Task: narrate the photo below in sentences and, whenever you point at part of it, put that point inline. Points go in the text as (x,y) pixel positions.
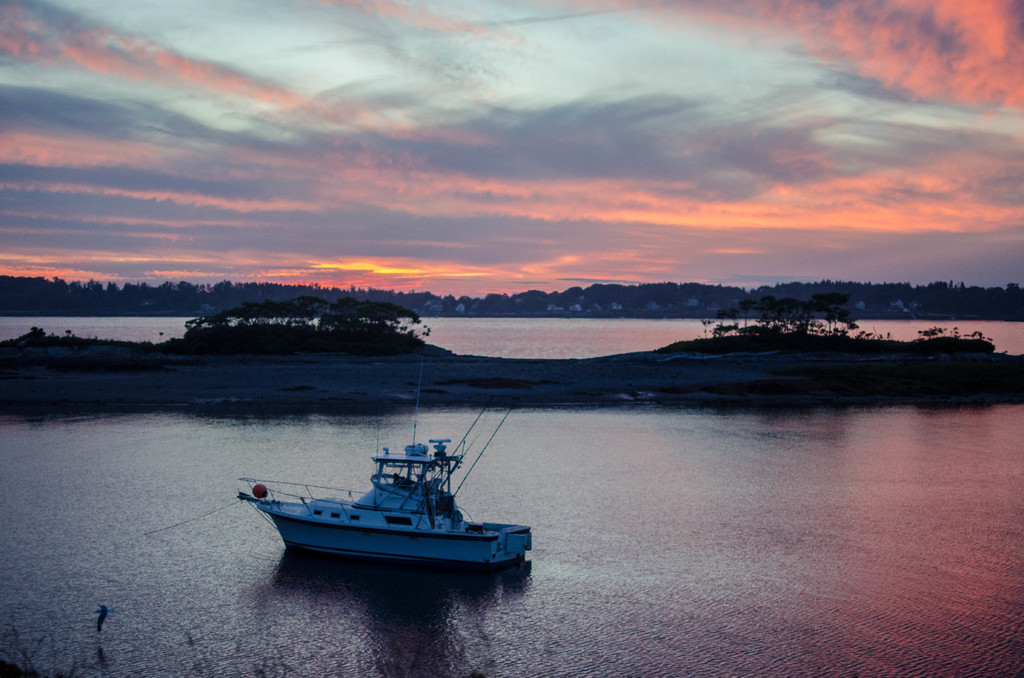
In this image we can see a ship (387,500) on the water (505,448), trees (232,340), buildings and sky (413,155) with clouds (519,155).
